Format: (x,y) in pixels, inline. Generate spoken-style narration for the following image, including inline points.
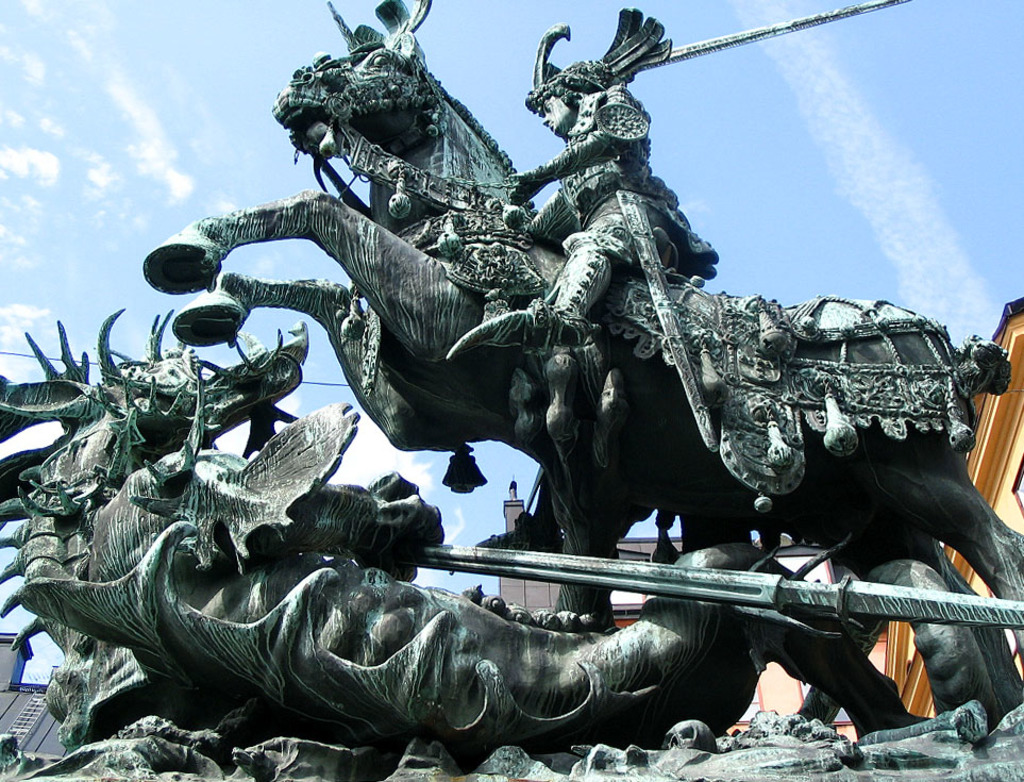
In this image I can see few sculptures (602,259) in the front (45,610). In the background (1014,326) I can see few buildings (1014,326), clouds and the sky (908,134).
